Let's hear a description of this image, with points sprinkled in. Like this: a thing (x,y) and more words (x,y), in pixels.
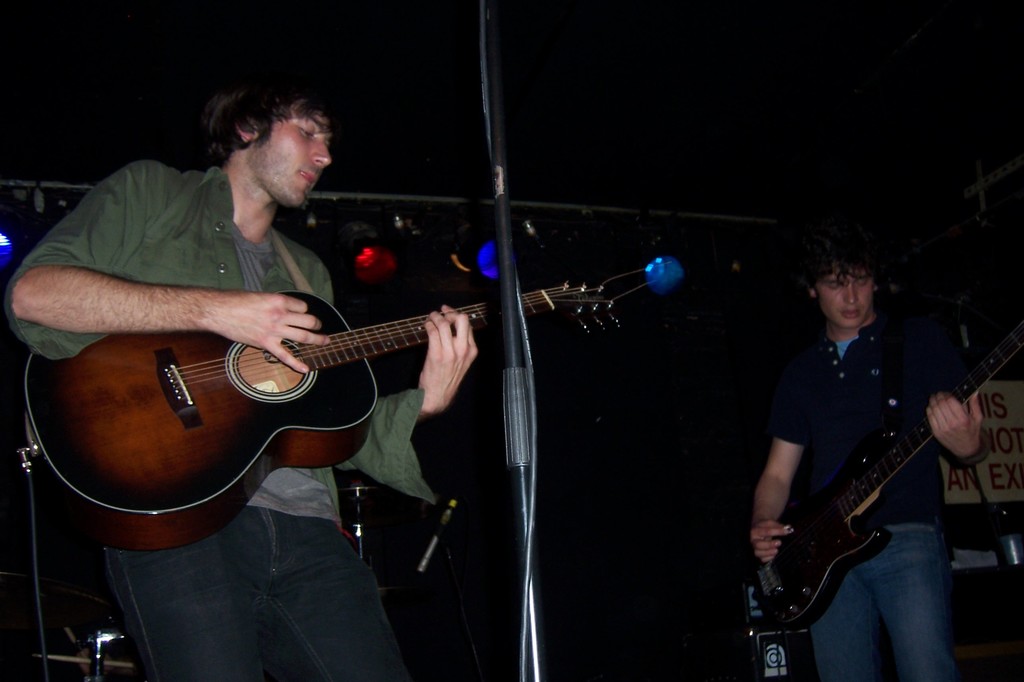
In this picture there is a man (181,208) standing, holding a guitar (553,307) and playing the guitar (205,442) and there is a microphone stand (517,343) in front of him.
